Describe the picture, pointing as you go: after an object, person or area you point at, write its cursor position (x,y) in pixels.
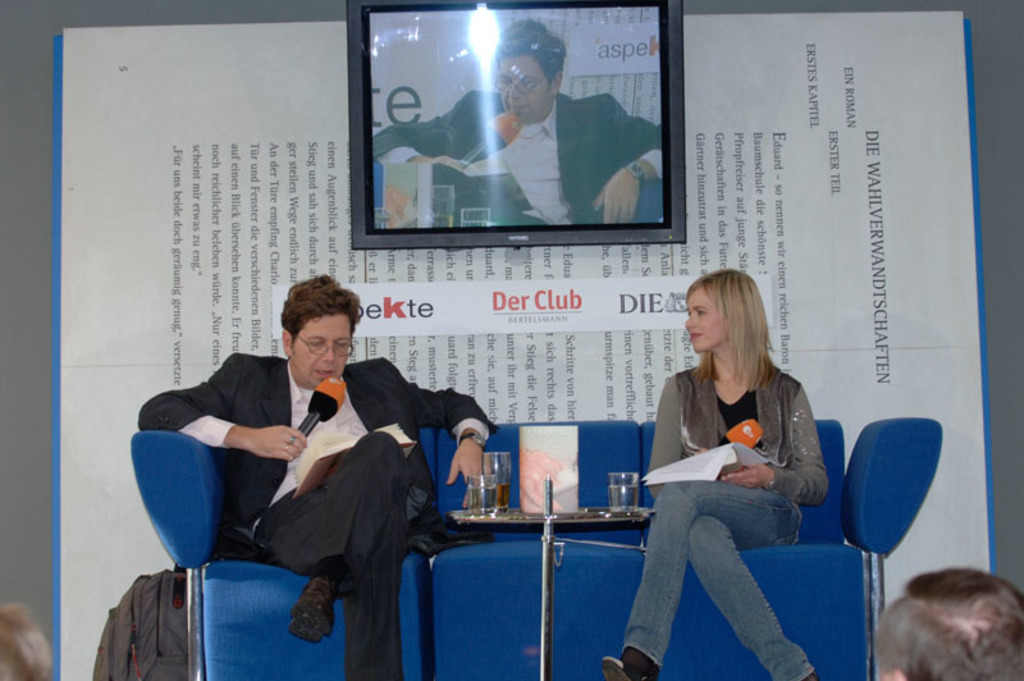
In the image in the center (458,446), we can see two persons (770,484) are sitting and they are holding microphones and books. Between them, there is a table (641,516). On the table (553,571), we can see glasses (624,492) and a few other objects (531,486). In the background (819,380) there is a screen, banner (843,218) and a few other objects (182,669).
